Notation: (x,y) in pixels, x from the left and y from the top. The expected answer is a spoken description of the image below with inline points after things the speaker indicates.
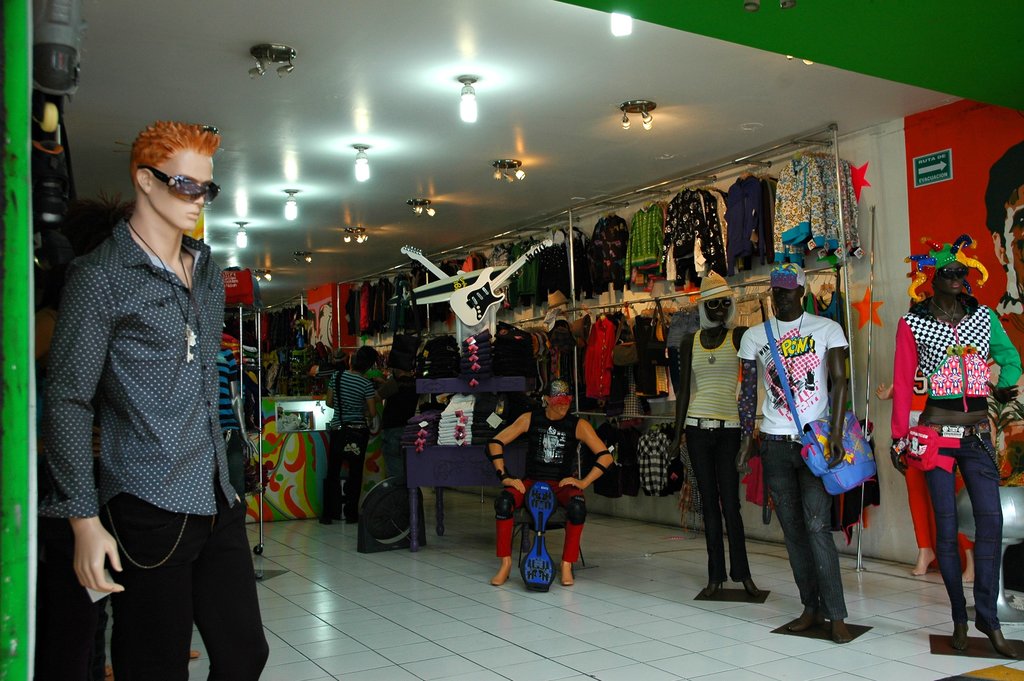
This image is taken from inside the stall (285,392). In the stall (354,339) there are some depictions (220,441) of a person (812,489). On the right side (814,231) there are some clothes (741,235) arranged in a rack (575,392), in front of that there are two guitars (465,301) are placed on another rack (455,391). At the center of the image (357,424) there is a person (344,459) standing. At the top of the image (513,157) there is a ceiling (566,115) with lights (469,114).
